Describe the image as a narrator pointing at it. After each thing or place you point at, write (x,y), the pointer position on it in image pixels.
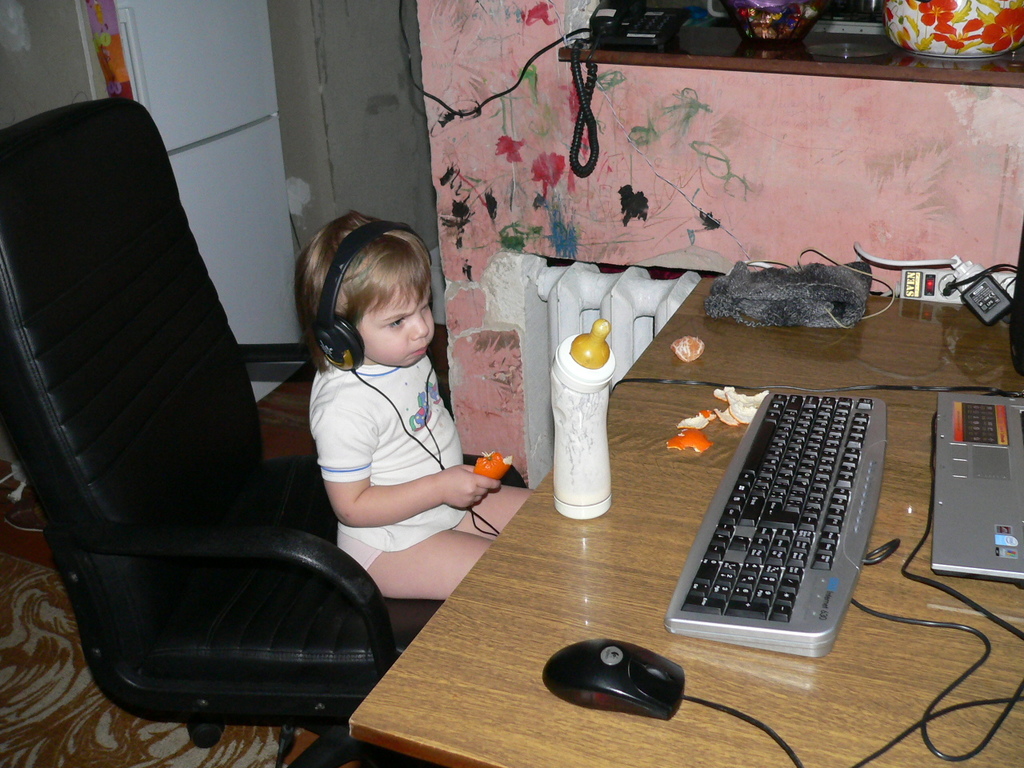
This is a picture in living room (643,235). In the picture on the right (924,441) there is a table (730,662), on the table (711,645) there is a laptop (946,518), a keyboard (762,510) and a mouse (592,672) and a bottle (602,380). In the center of the picture (394,349) there is a chair (313,556) with a baby (390,489). In the background (642,60) there is a desk (665,65), on the desk (661,56) there are telephone (665,27), pots (932,27) and utensils (764,13). In the left top (185,35) there is a refrigerator (180,58).
